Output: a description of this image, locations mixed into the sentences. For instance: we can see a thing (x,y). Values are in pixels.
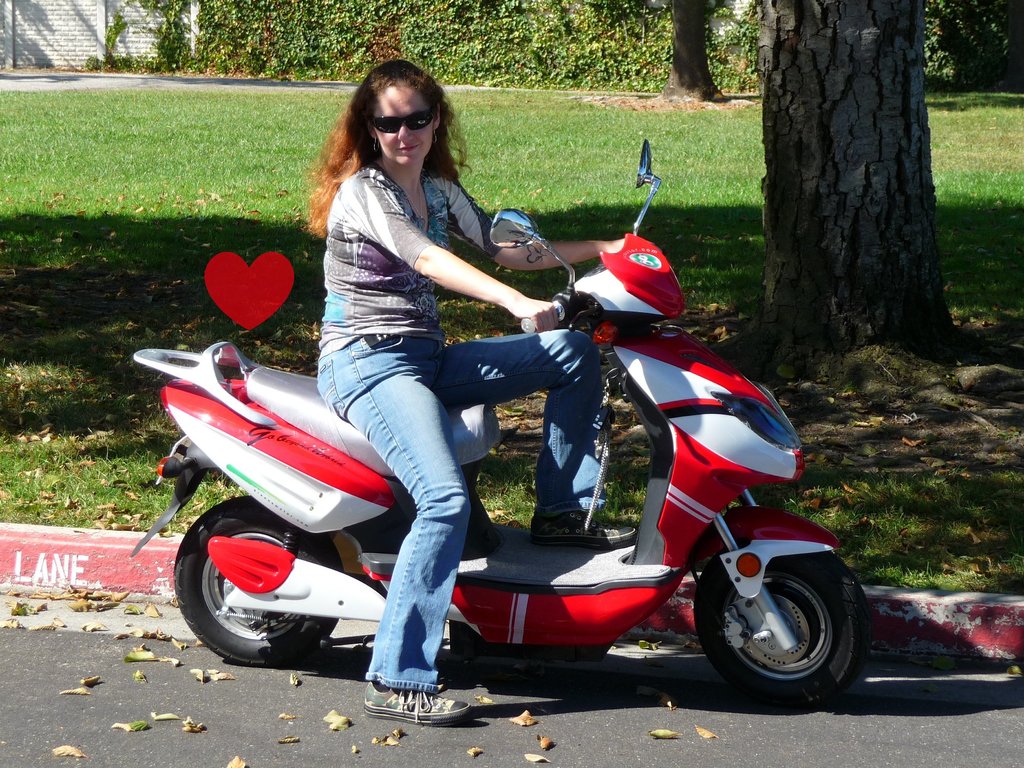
This image consists of a girl (386,371) wearing jeans (419,515) and sitting on a scooter (469,557). At the bottom (532,725), there is road (978,763). In the background (45,370), we can see trees (921,196), plants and grass (104,227). On the left (59,45), there is a wall (83,56).
